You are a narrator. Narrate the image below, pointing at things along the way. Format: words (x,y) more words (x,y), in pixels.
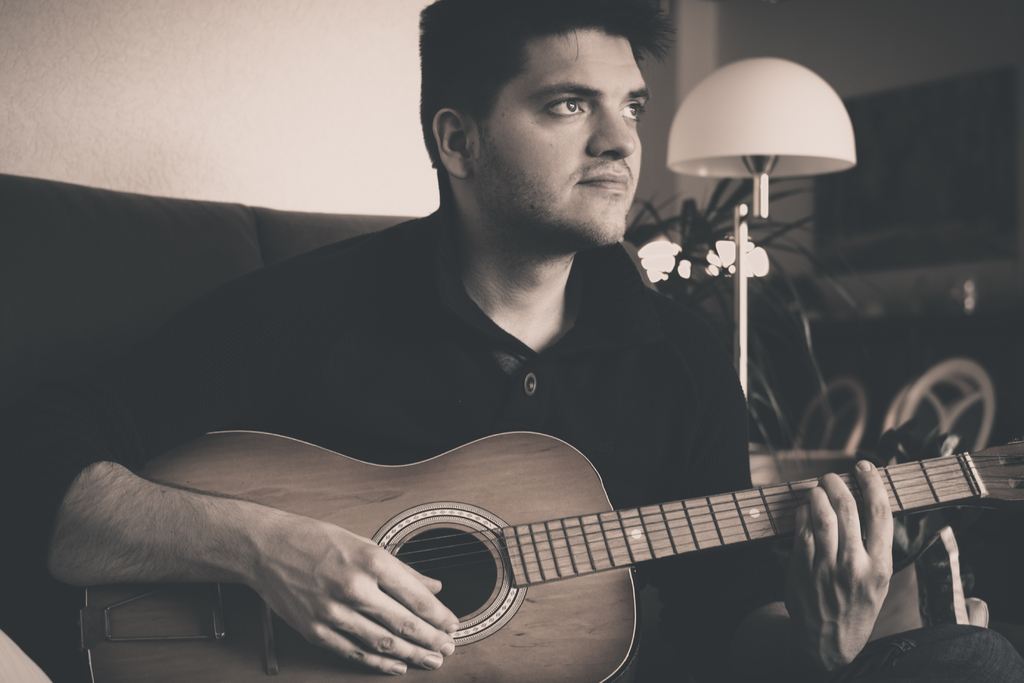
Man (580,311) playing guitar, sitting on the sofa (233,262) and this is lamp (777,156).
